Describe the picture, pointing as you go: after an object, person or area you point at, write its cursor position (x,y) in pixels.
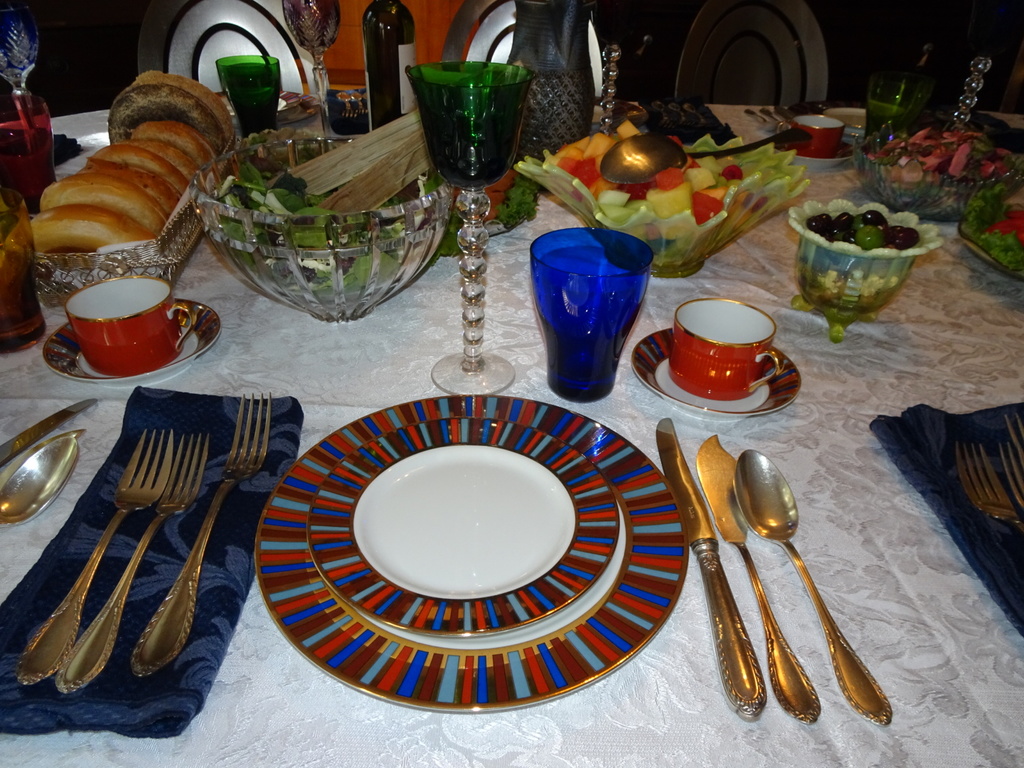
In a picture there is a table (334,425) on which a cloth (320,739) is placed and on that there are plates (602,546), forks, spoons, knives (712,534), napkins (183,418), cup (145,368) and saucers (142,380) and bowls (300,289), wine bottles (389,87) and bread pieces (154,202) and fruits (630,204) and in front of the table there are three chairs (796,69) are present.
